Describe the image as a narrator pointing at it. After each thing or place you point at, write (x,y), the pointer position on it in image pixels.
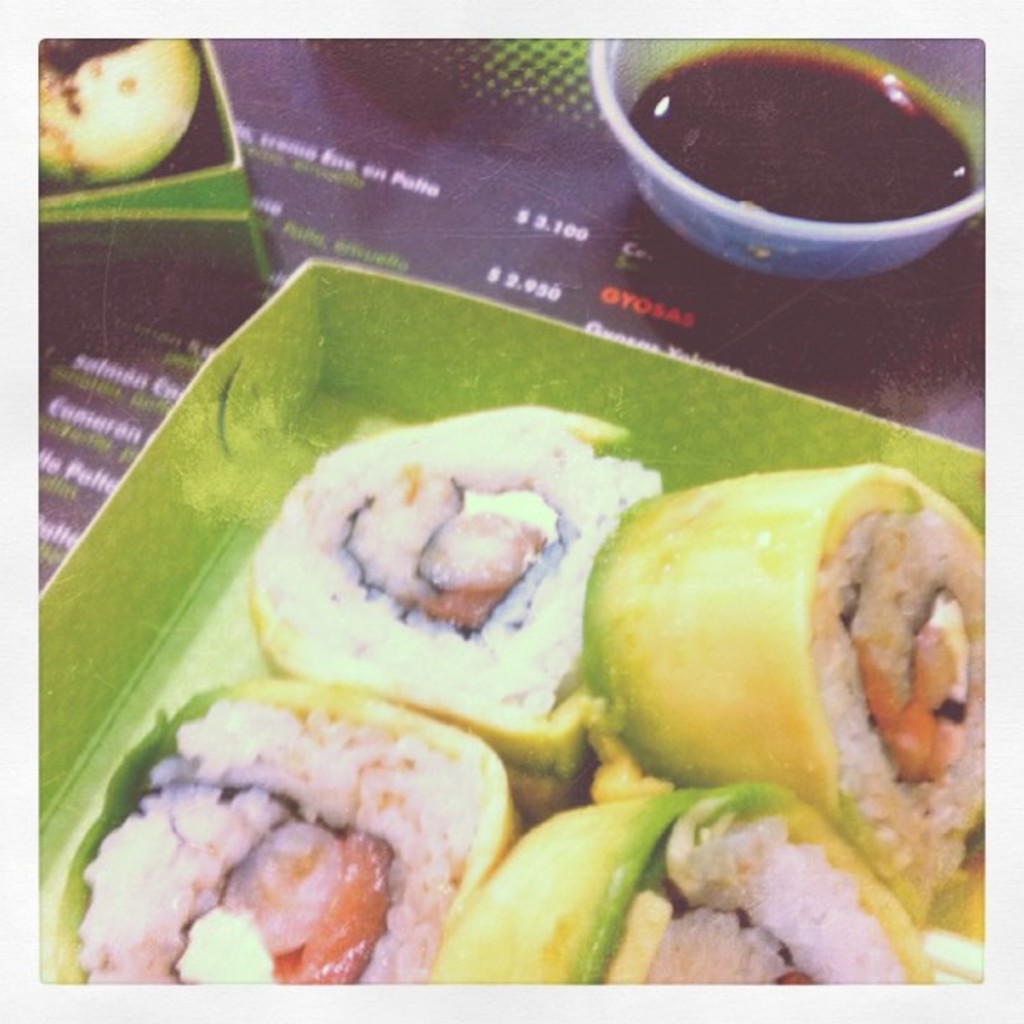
In this image there is a menu card (264,292), bowl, boxes (266,369) and food (432,559).
